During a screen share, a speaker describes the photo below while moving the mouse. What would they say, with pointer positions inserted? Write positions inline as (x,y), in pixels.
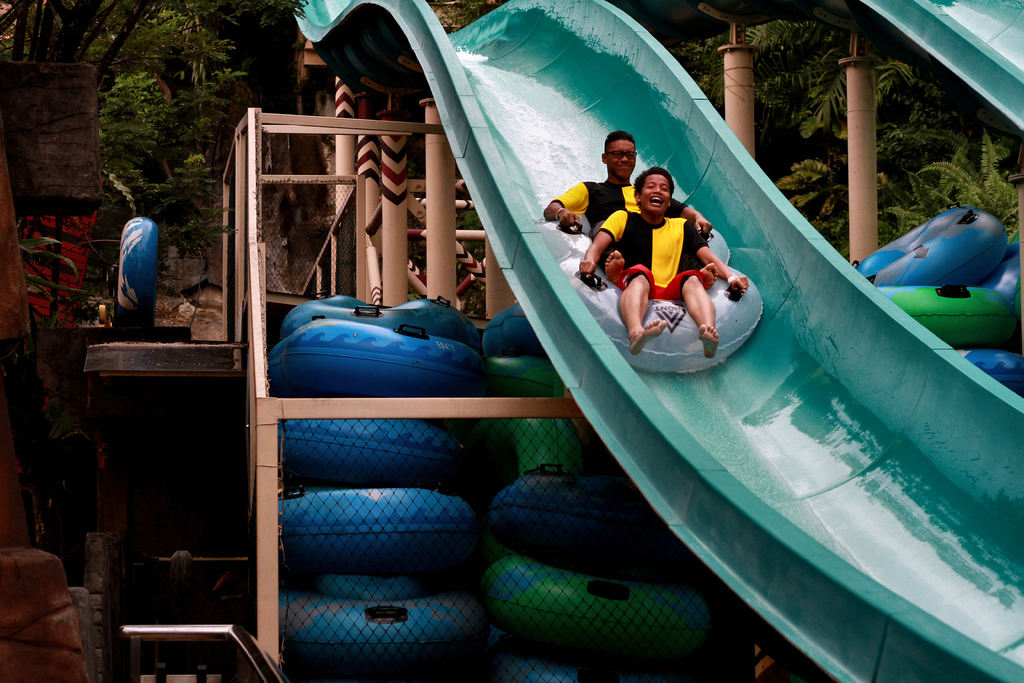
In this picture there are two people (621,235) sitting on tubes (611,285) and we can see sliders (987,34), poles (271,505), tubes (435,467), mesh (287,495) and rod (143,627). In the background of the image (250,38) we can see trees (1009,169).
